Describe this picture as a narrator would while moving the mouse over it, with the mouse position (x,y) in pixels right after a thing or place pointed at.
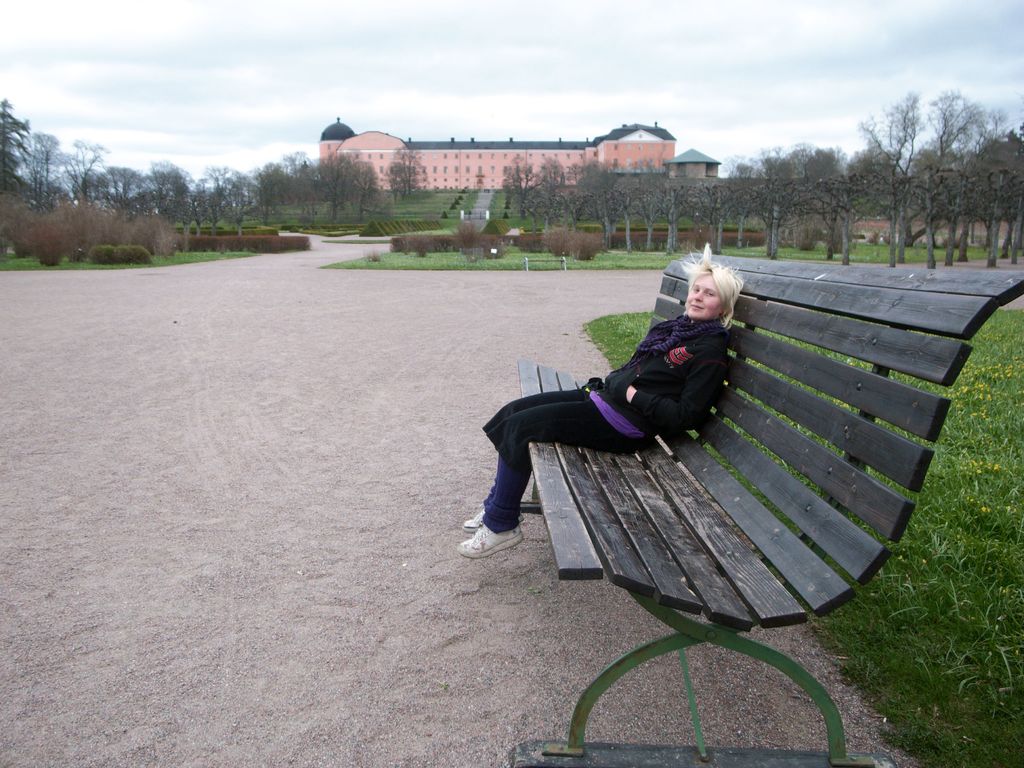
In this image we can see a woman (711,251) sitting on this wooden bench (697,557). In the background (506,217) we can see a house (470,176), trees (571,202) and a sky (334,50) with clouds (493,84).
